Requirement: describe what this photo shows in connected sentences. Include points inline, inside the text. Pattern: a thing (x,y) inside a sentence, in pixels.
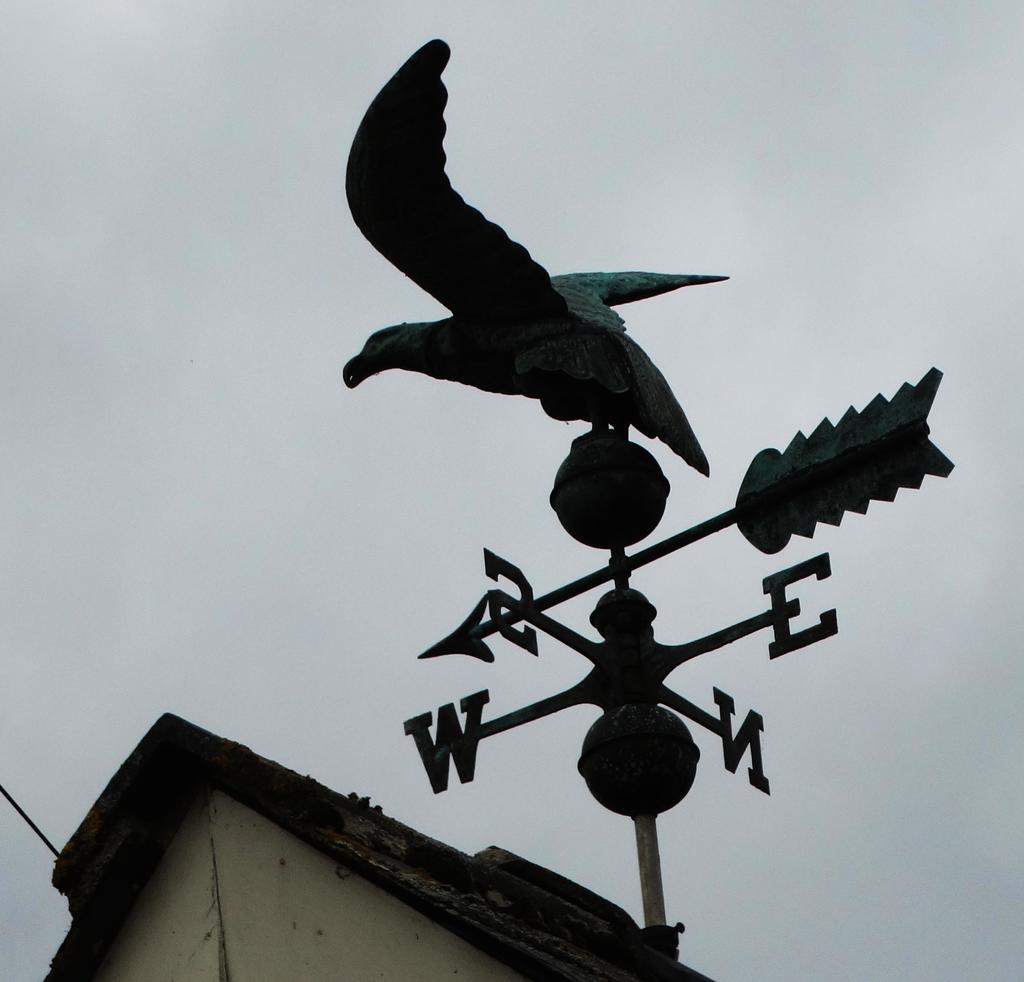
In this image we can see there is a wind vane (614,717) with bird sculpture (540,335) on it beside that there is a building (193,934).
